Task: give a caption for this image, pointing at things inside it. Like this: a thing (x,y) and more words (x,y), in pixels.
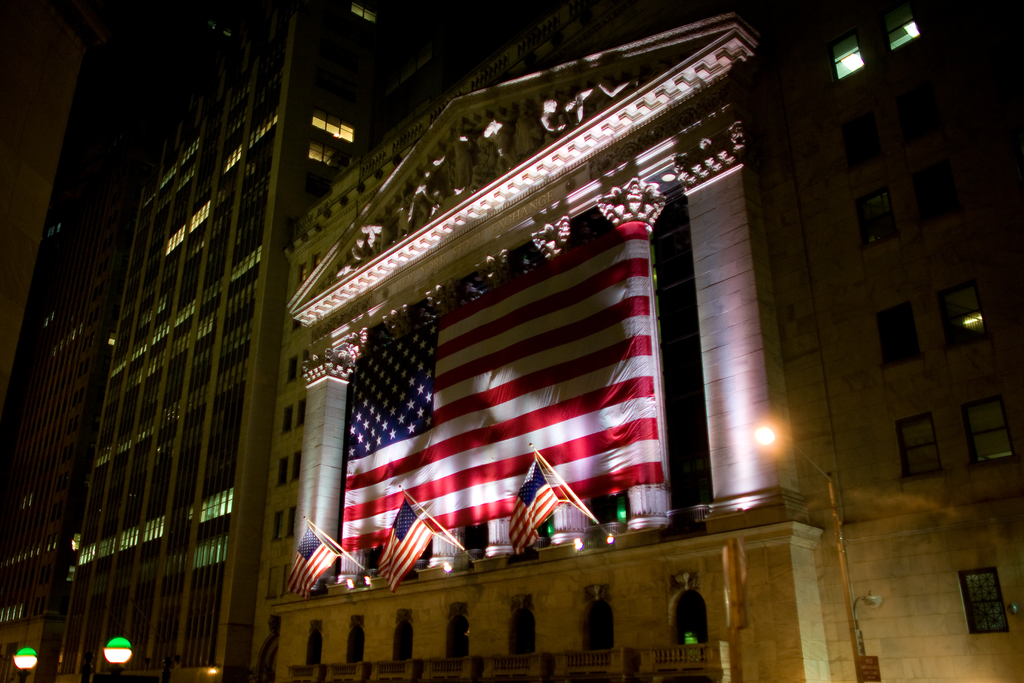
This image is taken outdoors. In this image there are a few buildings (273,352) with walls (433,642), windows (198,569), doors (398,645), railings (487,669), balconies (349,666) and pillars (644,188). There are a few carvings (480,165) on the walls (665,165). There are a few lights (113,647). There is a big flag (487,464) and there are three flags (537,521).
